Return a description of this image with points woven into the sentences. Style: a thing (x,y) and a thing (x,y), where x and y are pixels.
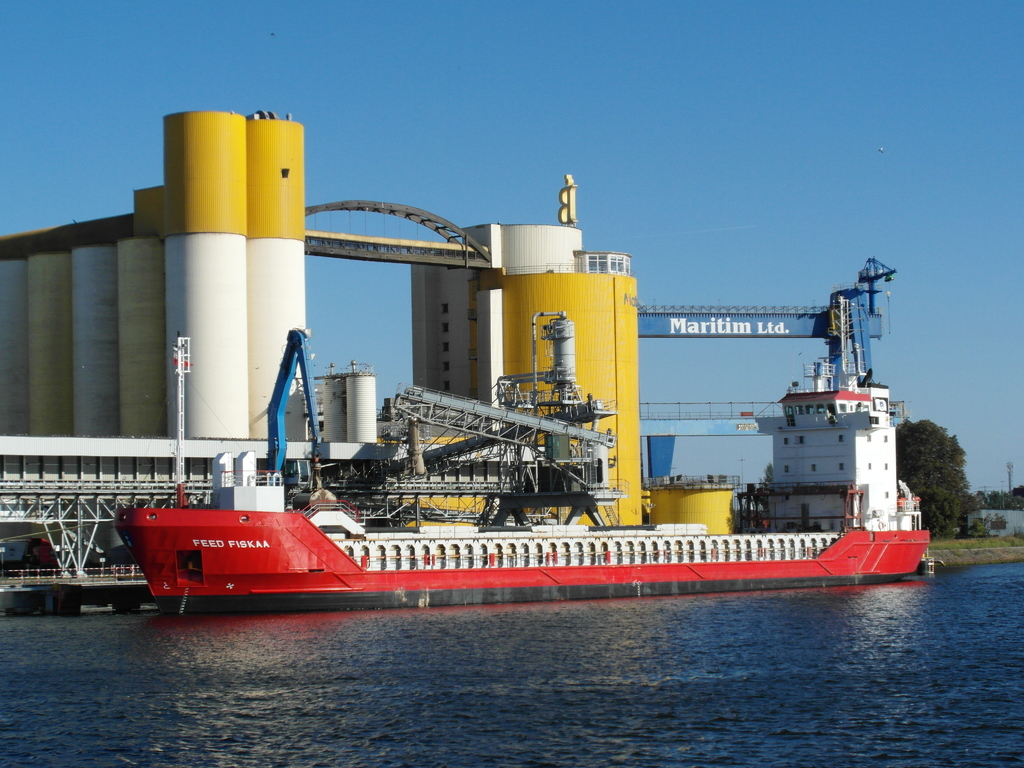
In this picture I can see the cargo ship (844,525) in the water (296,661). Beside that I can see the factory (375,469). On the left (320,429) I can see the crane (281,449), bridge (56,495), poles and other objects (254,474). On the right (928,457) I can see the trees (961,479), plants (924,498), grass (999,545), tower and shed (1019,527). At the top (673,49) I can see the sky (695,18).
